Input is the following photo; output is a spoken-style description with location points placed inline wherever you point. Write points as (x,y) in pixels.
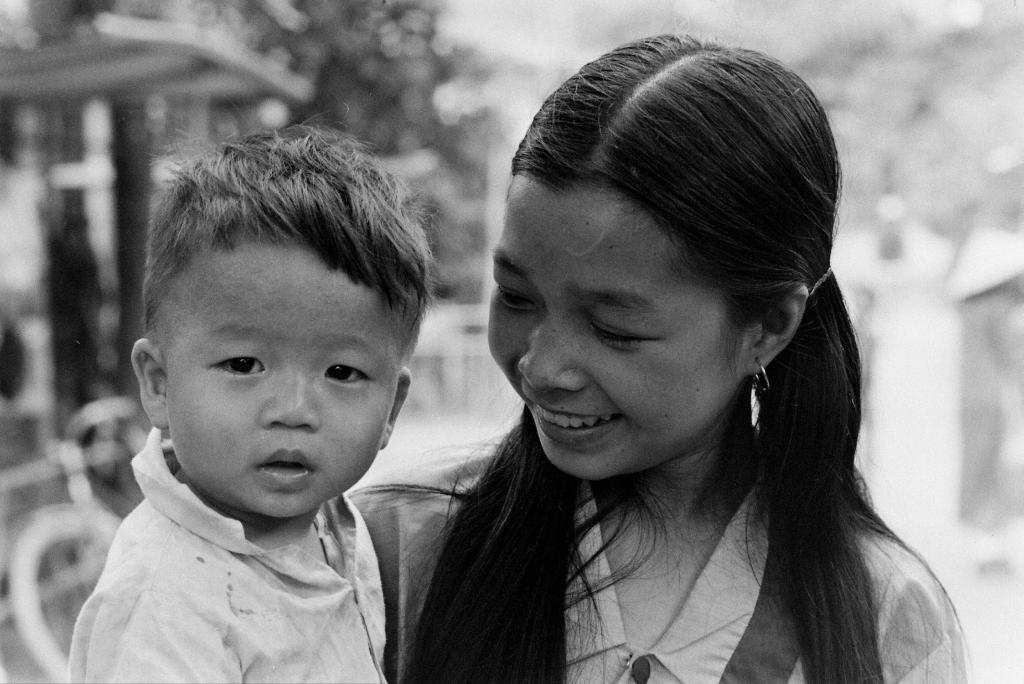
This image consists of two people (372,343). On the right (693,541), we can see a girl (695,671) wearing a white dress (756,643) is holding a kid (229,576). The background (274,3) is blurred. On the left (33,553), we can see a cycle (62,546).
